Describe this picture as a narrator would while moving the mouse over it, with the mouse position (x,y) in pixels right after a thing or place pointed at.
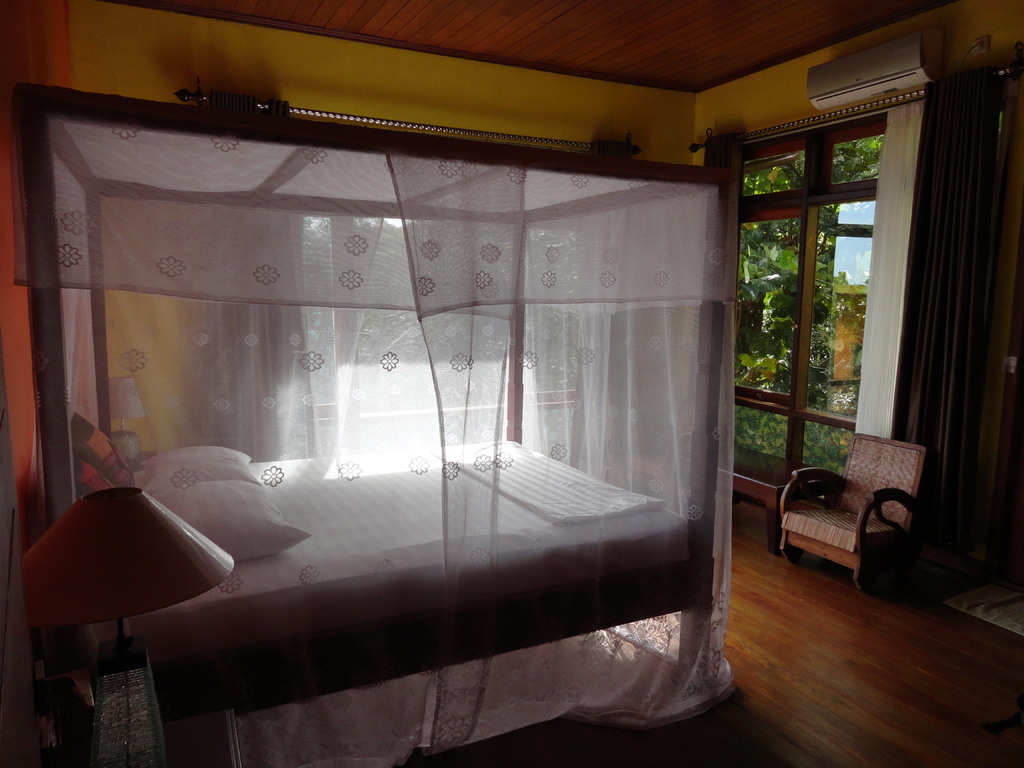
There is a bed (306,563) with pillows (224,464). Around that there are curtains (408,314). On the sides of the bed (165,629) there are table lamps (127,668). On the right side (844,546) there is a chair (834,507), wall (997,337) with glass windows (840,302). On the wall (765,97) there is AC (845,67). Through the glass window (791,269) we can see trees (779,316).
